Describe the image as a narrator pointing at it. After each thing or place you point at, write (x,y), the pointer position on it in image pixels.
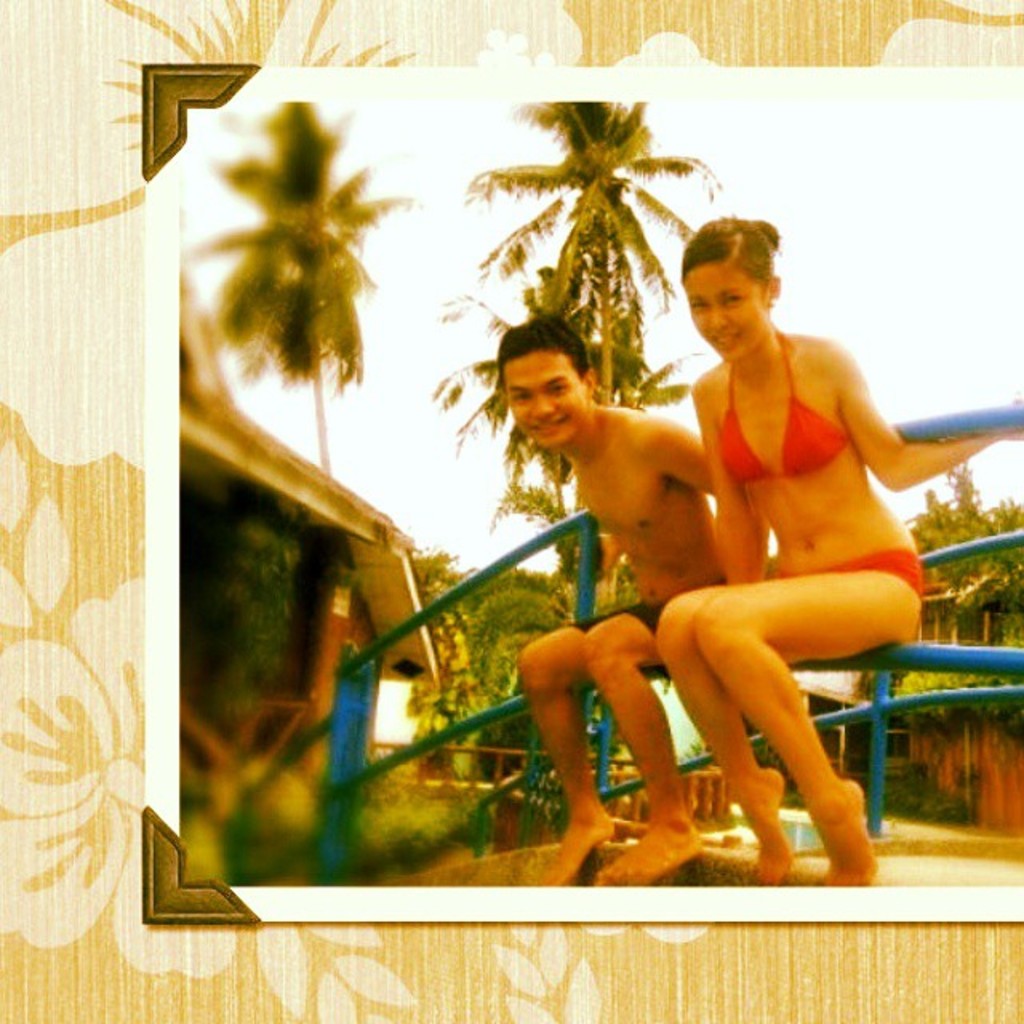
There is a man (669,517) and a woman (730,579) sitting on a railing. In the back (535,582) there are many trees (928,537). And it is a photo frame. On the side there is a building (304,597) and is looking blurred.
